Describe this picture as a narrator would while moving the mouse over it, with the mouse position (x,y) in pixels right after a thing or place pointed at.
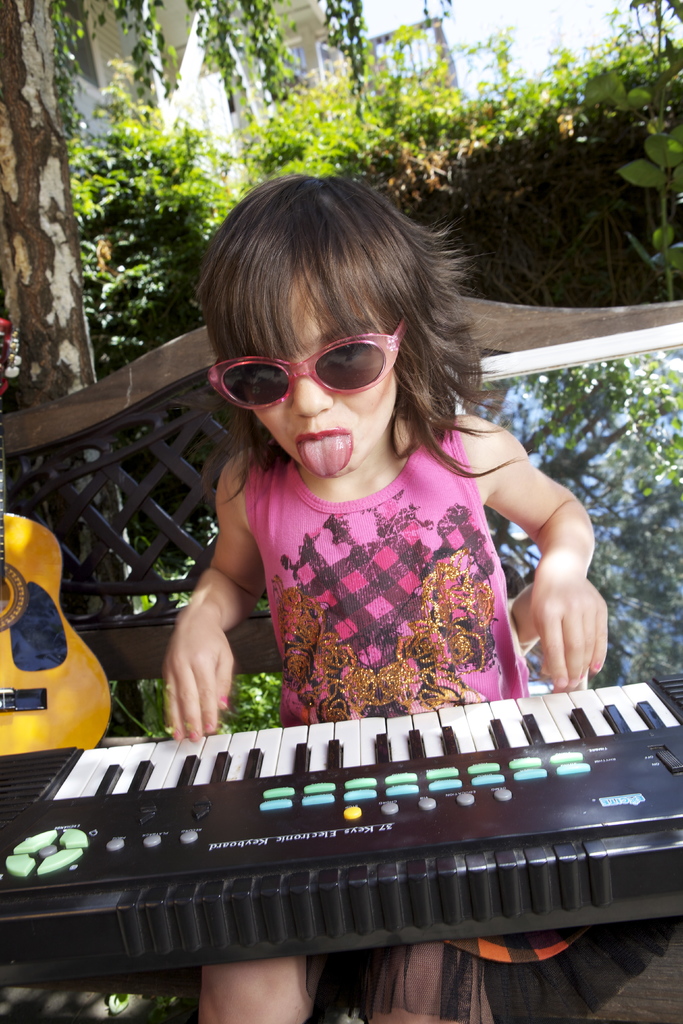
In this image I can see a girl (340,635) and a musical keyboard (326,778). In the background (13,743) I can see a guitar (39,733) and few trees (142,72). Here I can see she is wearing a shades (395,364).
